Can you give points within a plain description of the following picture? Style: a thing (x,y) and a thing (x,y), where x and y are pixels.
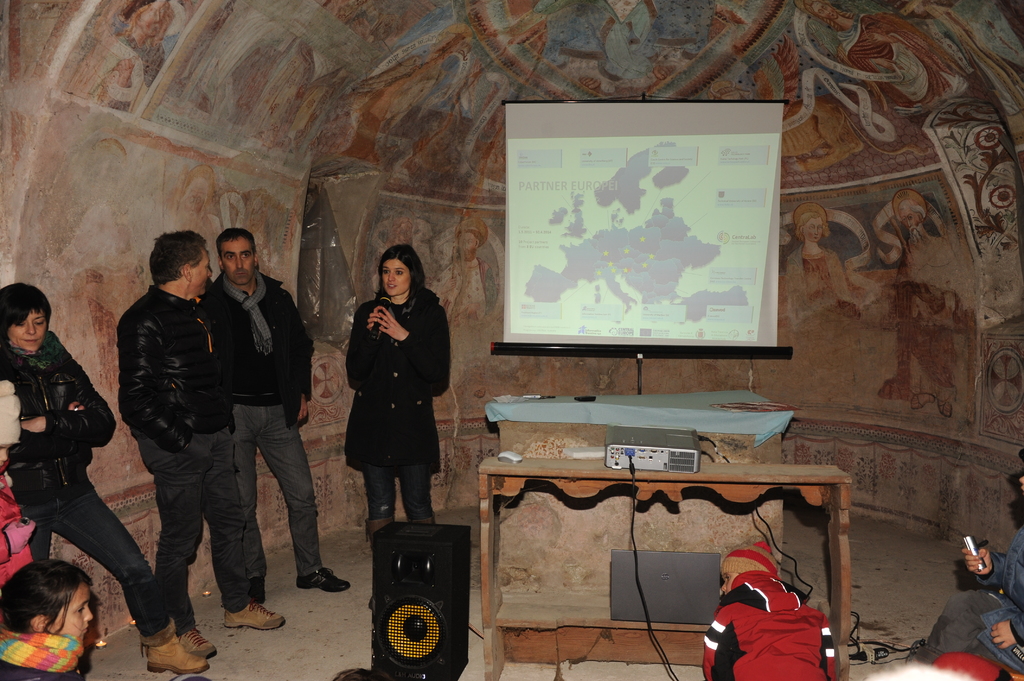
there are people (172,434) standing. at the center (630,252) there are projector display (623,235). in front of it there is a table (808,481) on which projector (645,452) is kept. to its left there is a speaker (452,610).
